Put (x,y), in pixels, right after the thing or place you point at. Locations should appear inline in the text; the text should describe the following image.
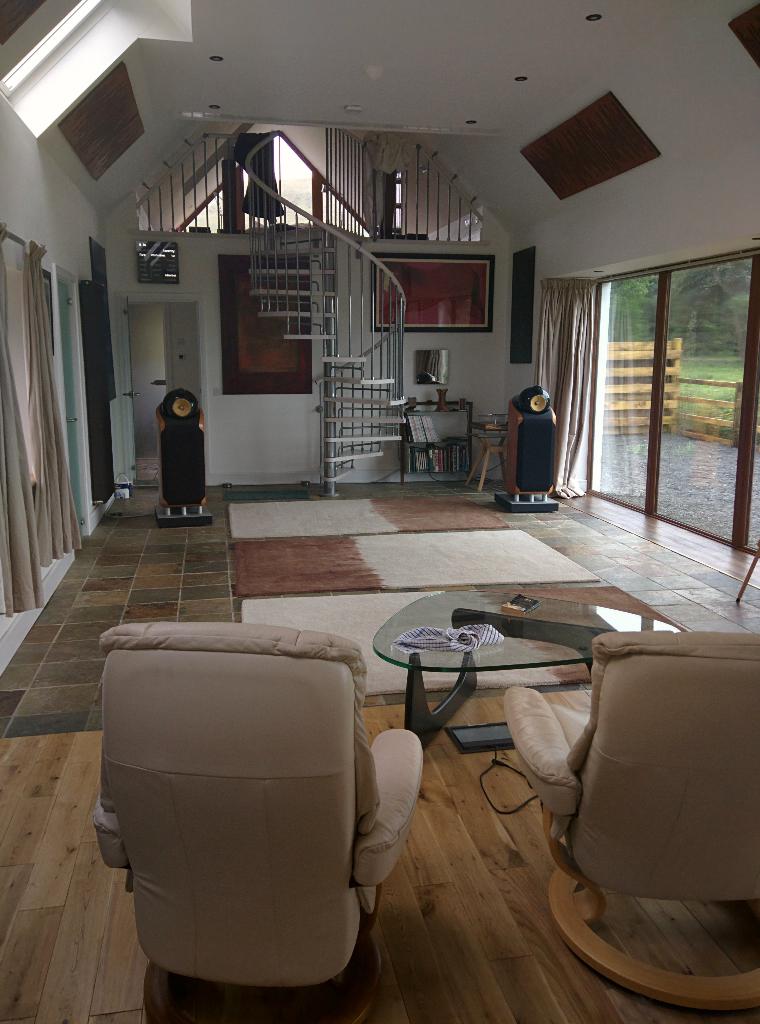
In this image we can see some chairs (511,708), table (445,653), doormat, floor mat (367,635) on the right side of the image (678,437) there is glass door (657,455) and on left side of the image (71,528) there are some curtains (5,582), door (130,454) and in the background of the image (280,398) there are stairs (362,383) and a wall (232,417).
